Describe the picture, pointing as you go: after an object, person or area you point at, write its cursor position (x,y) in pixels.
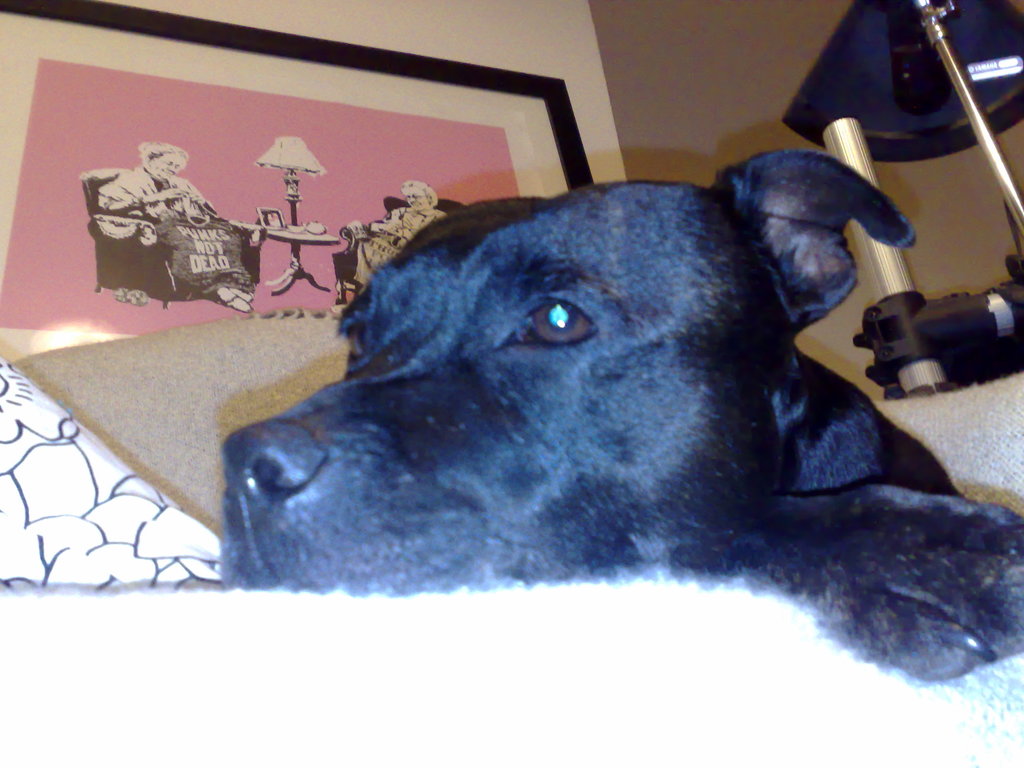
In this picture we observe a black dog (606,424) lying on the bed (894,702).
